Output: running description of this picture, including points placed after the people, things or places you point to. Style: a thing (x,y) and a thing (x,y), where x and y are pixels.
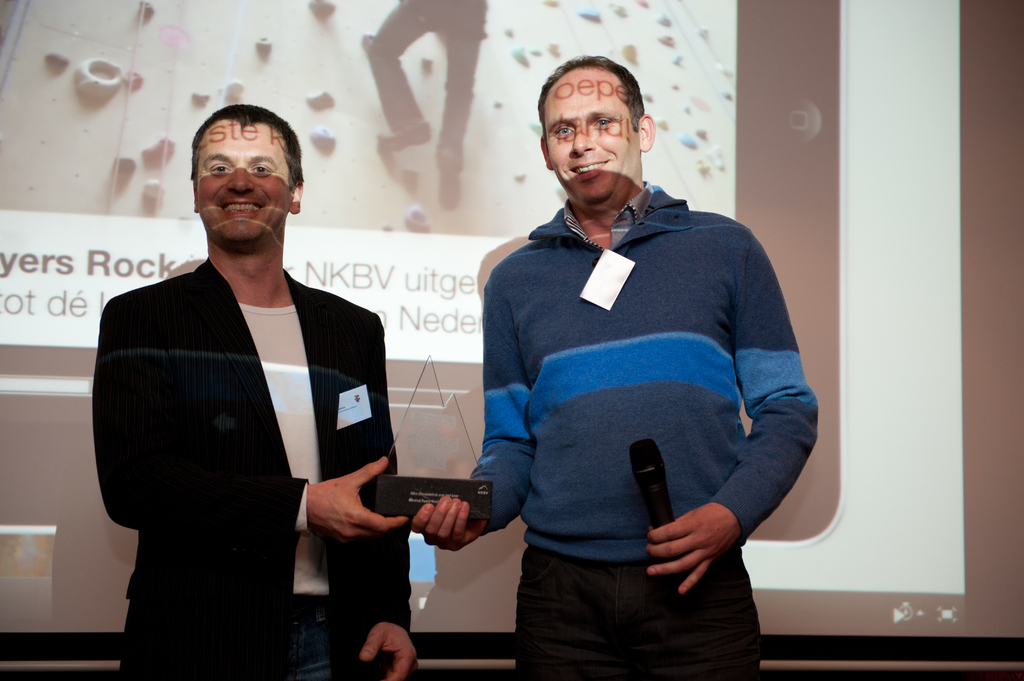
In this image we can see two persons (734,408) are standing, and smiling, he is wearing the suit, and the other is holding a microphone (668,502) in the hands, and holding some object (417,477), at back (454,563) here is the projector (875,298).
